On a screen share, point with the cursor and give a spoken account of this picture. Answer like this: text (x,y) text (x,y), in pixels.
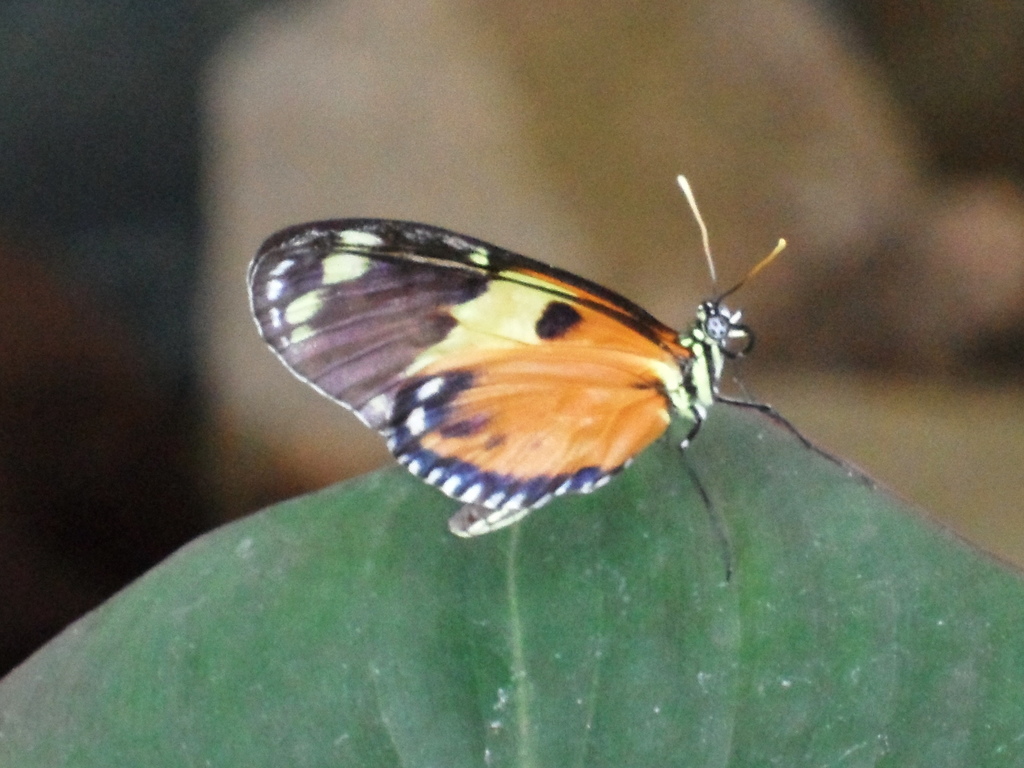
In this image I can see a butterfly (585,392) which is orange, yellow, black and brown in color is on the leaf (564,644) which is green in color. I can see the blurry background (563,144) which is black and brown in color.
